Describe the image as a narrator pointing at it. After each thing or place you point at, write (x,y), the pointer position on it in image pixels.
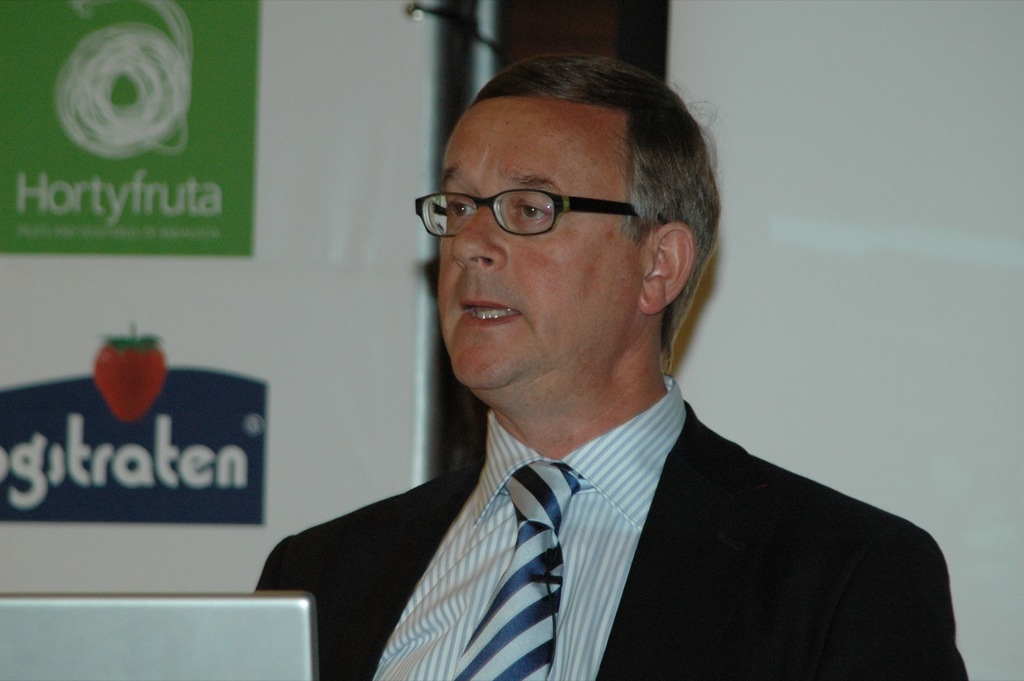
In this picture we can see a man (431,544) in the black blazer (767,616). In front of the man (367,597) it looks like a laptop (286,611). Behind the man (571,244) there is a board (261,259) and a projector screen (796,243).
